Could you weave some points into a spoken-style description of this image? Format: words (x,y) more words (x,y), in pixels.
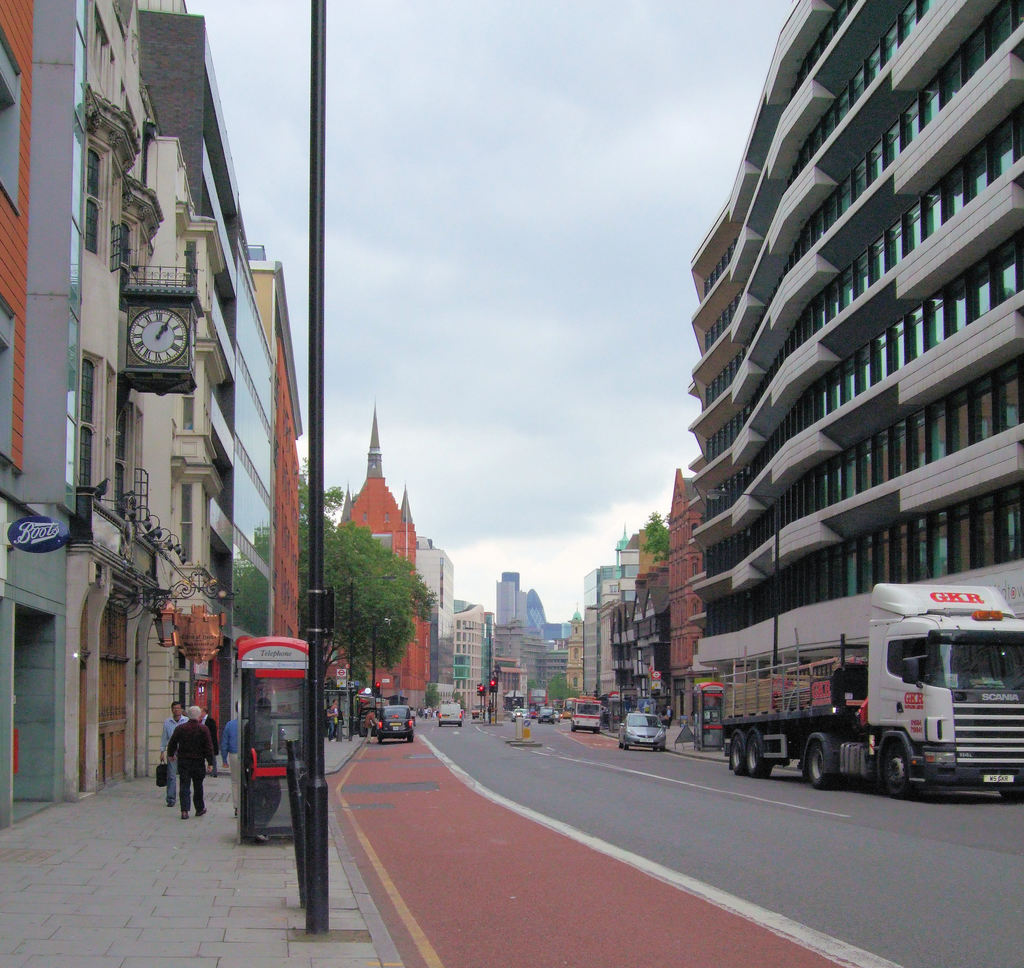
In the picture we can see a road (681,875) on the either sides of the road (539,875) we can see buildings (415,665), and on the path (151,824) we can see some tree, poles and some people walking on it and on the road (558,735) we can see some vehicles (444,712) like cars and truck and in the background (525,663) also we can see some buildings (468,661) and sky (450,364) with clouds (436,281).
